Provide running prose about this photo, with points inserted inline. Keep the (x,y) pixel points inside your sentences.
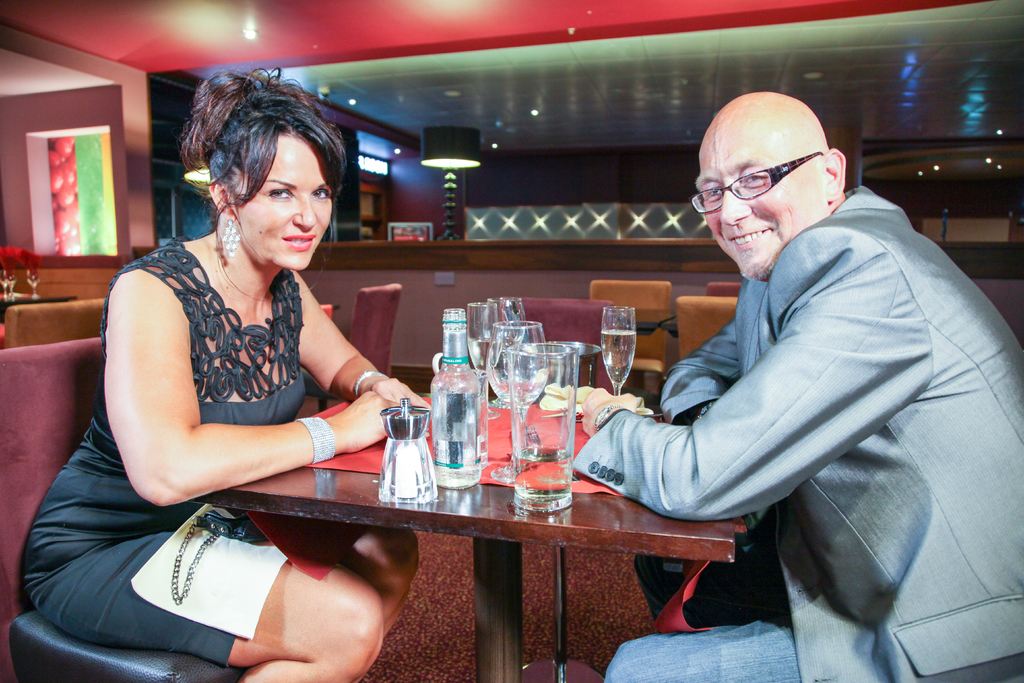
This the picture taken in a restaurant (437,670), there are two persons (644,657) sitting on chairs (61,634). The woman (125,597) in black dress (120,490) in her lap (184,626) there is a towel (238,552) and wallet (221,525). In front of the people (688,470) there is a table (584,498) on the table (584,498) there are glasses (547,403), bottle (471,414), mat (373,455) and food items (583,400). behind the people (392,391) there is a glass window (590,228), lamp (448,191) and a wall (440,198).
